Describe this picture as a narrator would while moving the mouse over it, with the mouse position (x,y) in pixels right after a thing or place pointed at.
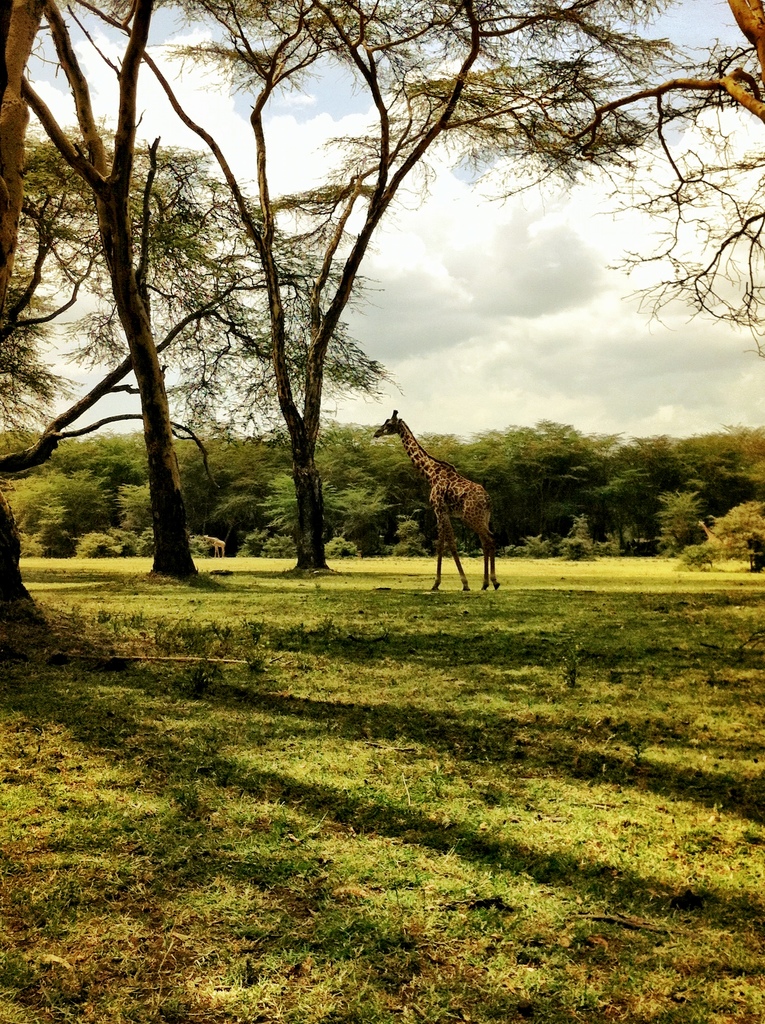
This is an outside view. At the bottom (382,770), I can see the grass (478,905) on the ground (382,614). In the middle of the image (450,488) there is a giraffe (427,457). In the background (496,514) there are many trees (625,486). At the top of the image (462,262) I can see the sky (359,100) and clouds (471,294).
